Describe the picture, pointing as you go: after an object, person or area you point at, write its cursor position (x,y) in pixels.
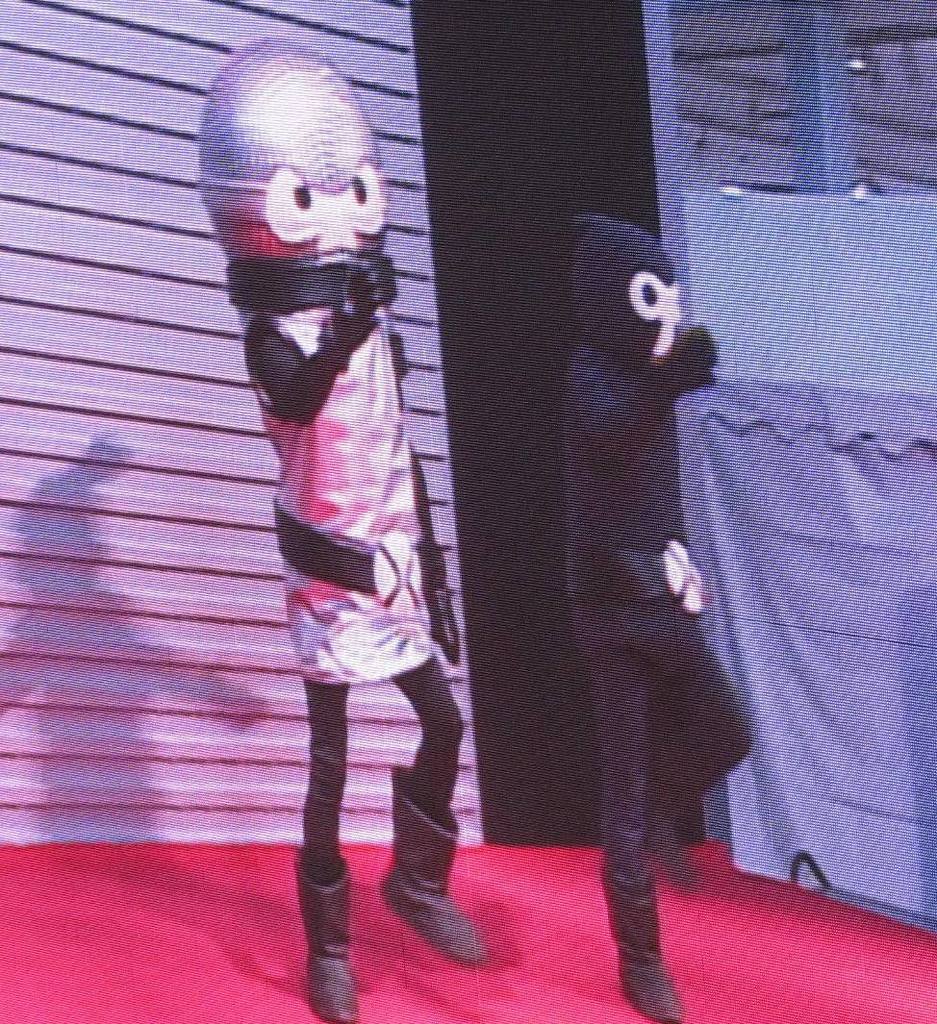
In this image I can see a two person (708,362) standing and wearing different color costume (614,626). They are in white and black color. The floor (154,859) is in red color Back I can see white color background (123,219).
